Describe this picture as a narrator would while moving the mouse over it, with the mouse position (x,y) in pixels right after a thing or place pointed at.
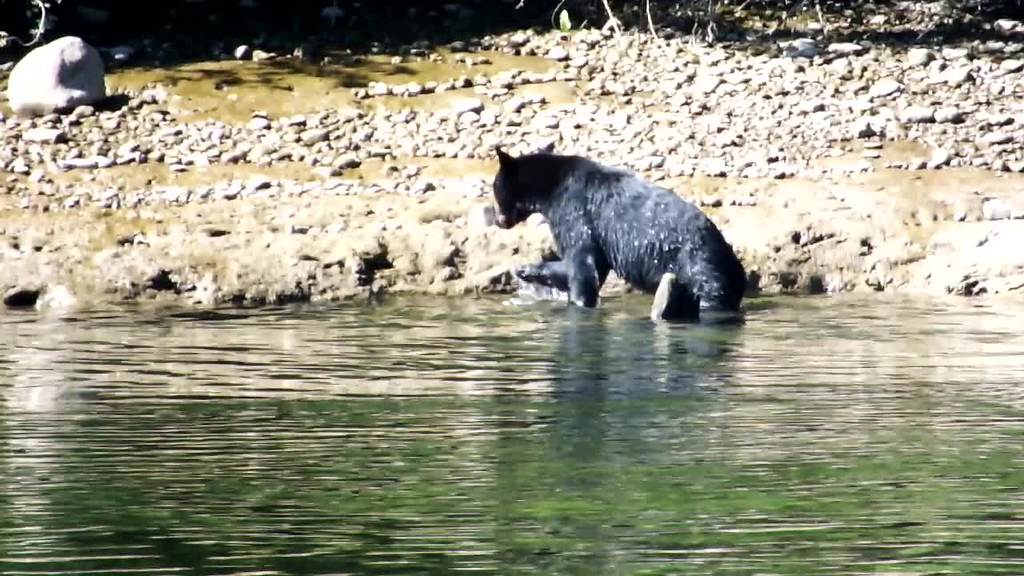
In this image we can see an animal (558,259) on the surface (630,319) of the water (506,460). In the background (163,140) we can see the stones (850,94) on the land (325,188).
